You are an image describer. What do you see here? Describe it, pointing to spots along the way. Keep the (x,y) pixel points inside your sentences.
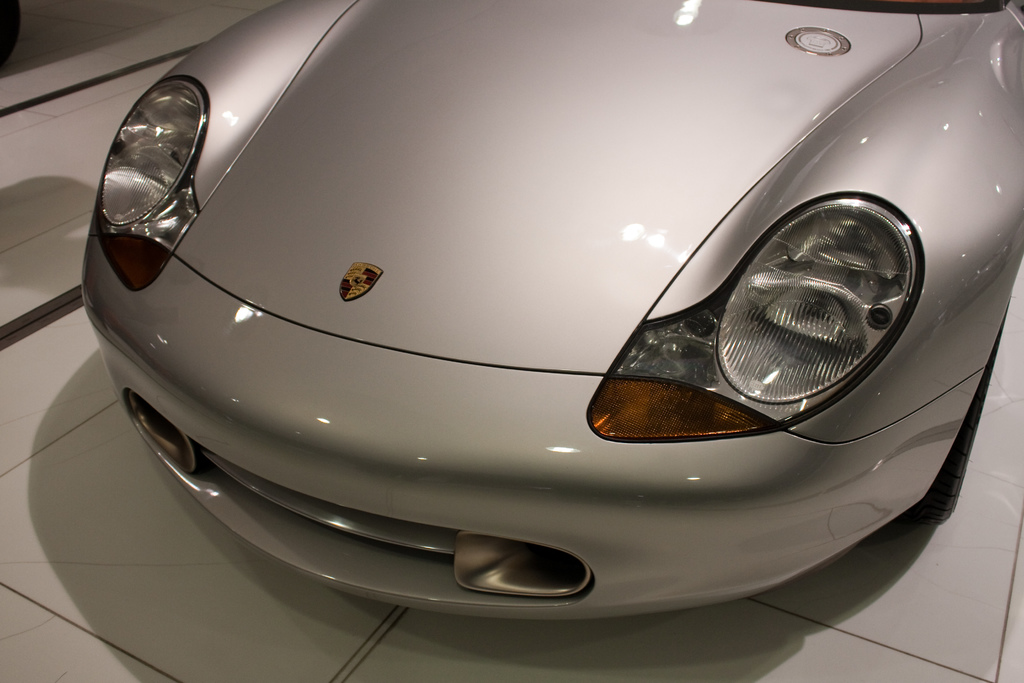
In this image I can see the vehicle (409,239) which is in ash color. It is on the white color surface (254,621).
